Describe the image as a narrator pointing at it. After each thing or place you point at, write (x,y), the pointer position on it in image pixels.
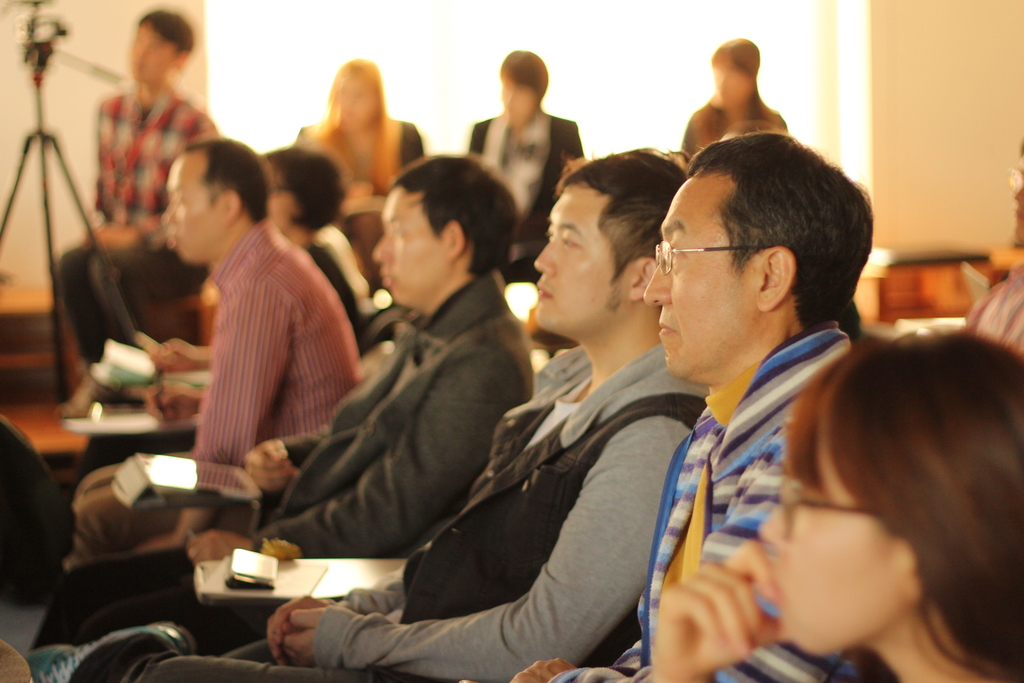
In the picture we can see these people (261,530) are sitting on the chair (295,585). The background of the image is blurred where we can see a few more people (296,226) are sitting. Here we can see the tripod stand (46,232).
